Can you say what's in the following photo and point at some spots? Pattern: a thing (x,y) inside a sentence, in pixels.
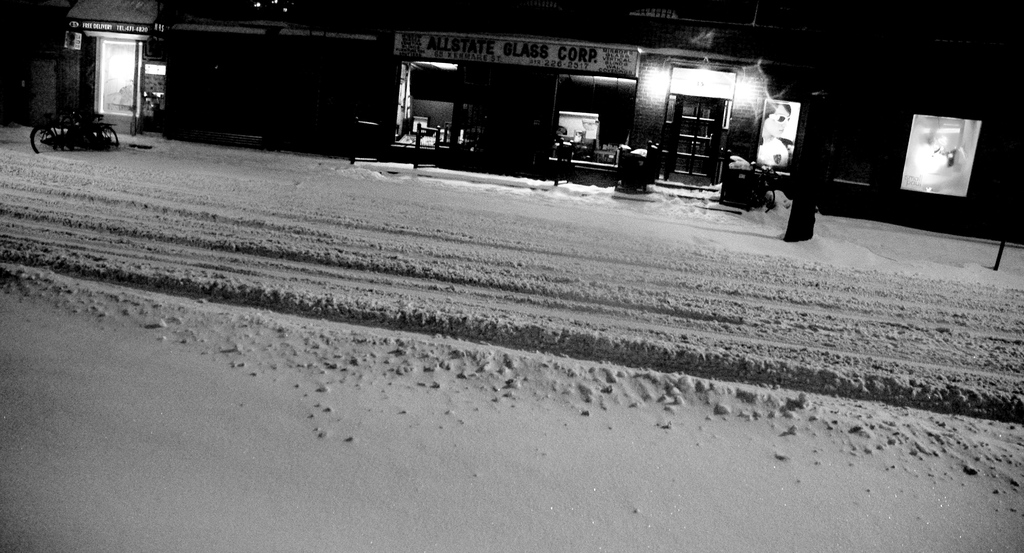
In this picture we can see some buildings (310,61), in front (883,302) we can see the road (756,290) and it fully covered with snow (362,240).
